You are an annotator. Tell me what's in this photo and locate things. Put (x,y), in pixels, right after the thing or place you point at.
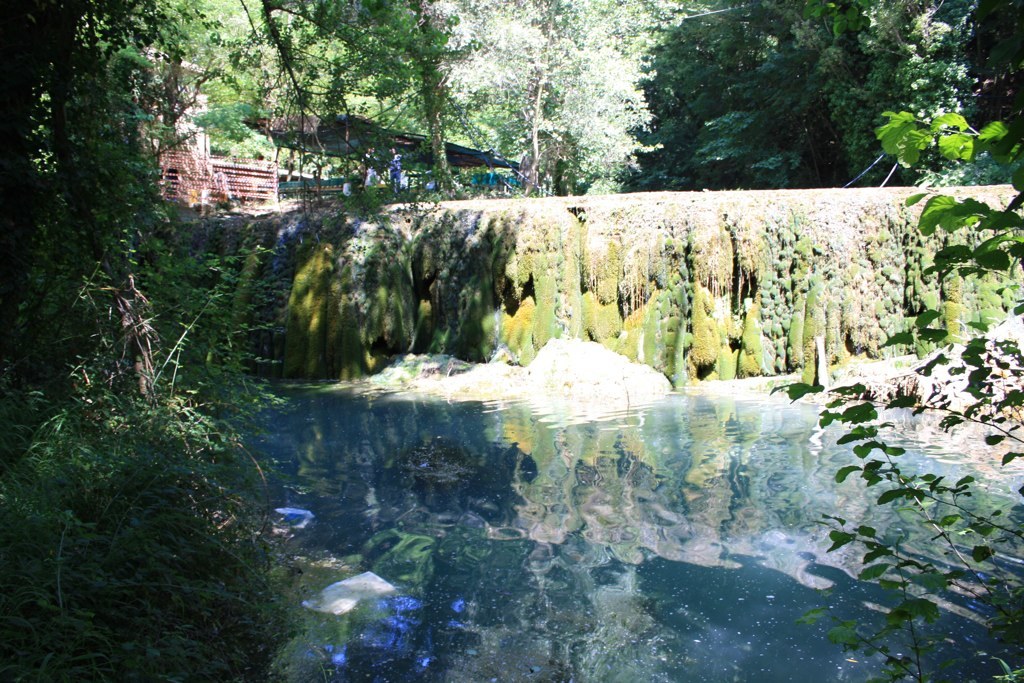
In this picture we can see some water (634,526). These are the trees (458,70). And there is a shed (424,164).
